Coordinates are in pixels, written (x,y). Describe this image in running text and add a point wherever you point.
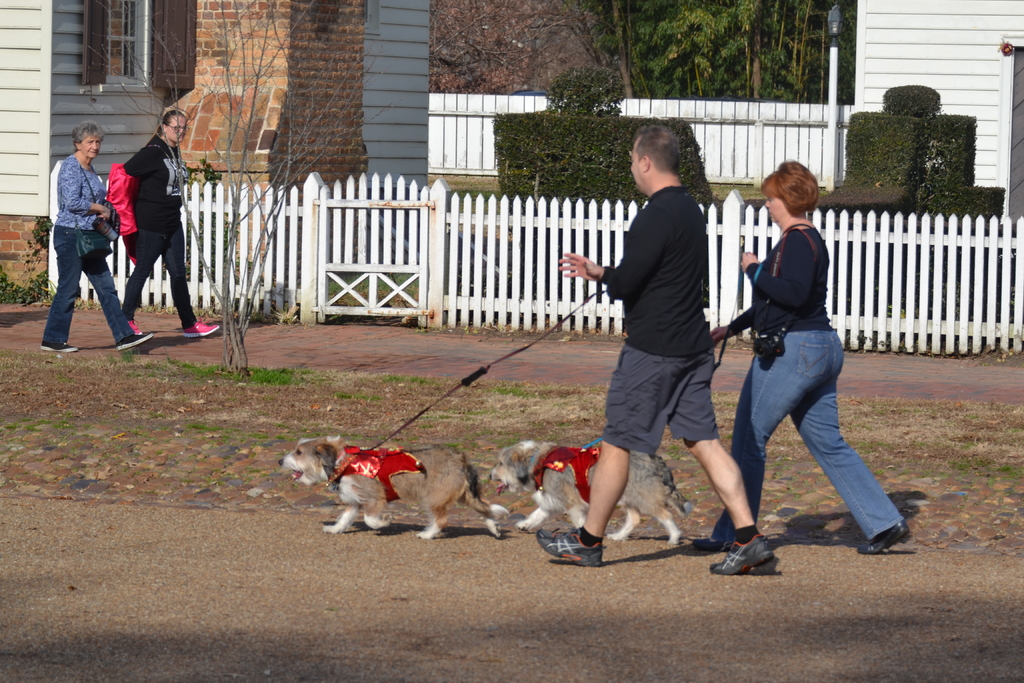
This picture shows a man (607,267) and a woman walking by holding two dogs (341,454) with a string (371,448) and on the other side two women (128,160) walking and we see few buildings (311,80) and trees (812,1).
